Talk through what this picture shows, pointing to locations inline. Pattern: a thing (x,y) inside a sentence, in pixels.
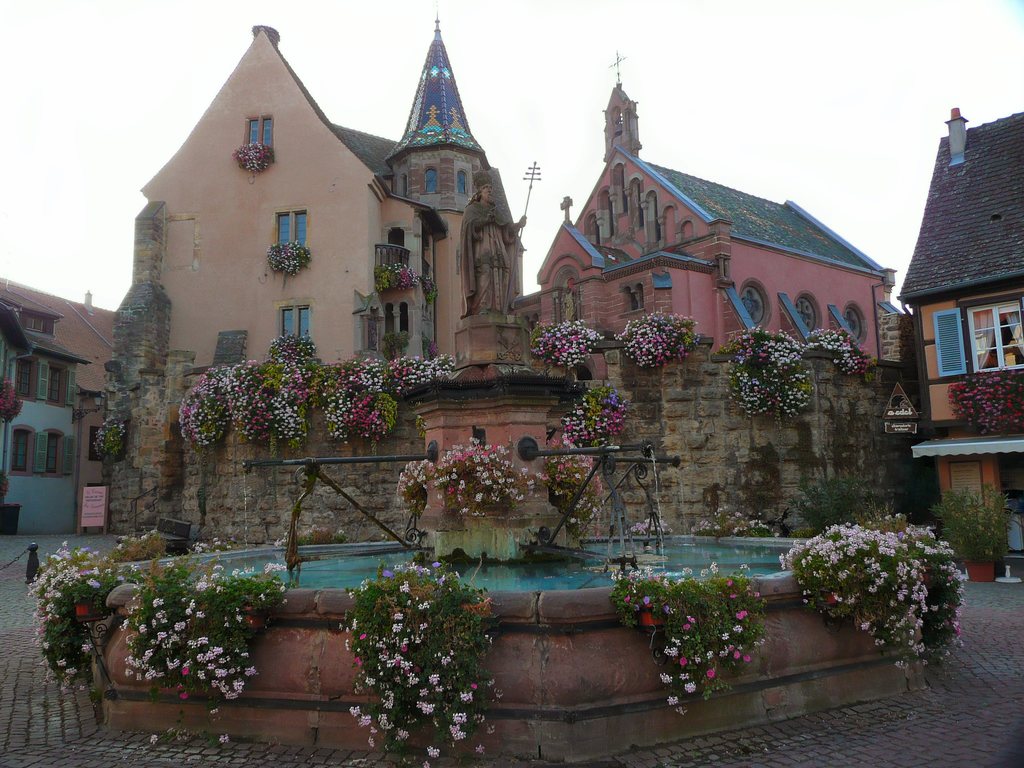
In this image there is a pavement (87,710), in the middle (483,382) there is a fountain (502,585) and a statue (505,301) that is decorated with plants (83,637), in the background (65,417) there is a church (709,298) and houses (24,467) on that church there are plants (749,343) and there is the sky (484,49).
